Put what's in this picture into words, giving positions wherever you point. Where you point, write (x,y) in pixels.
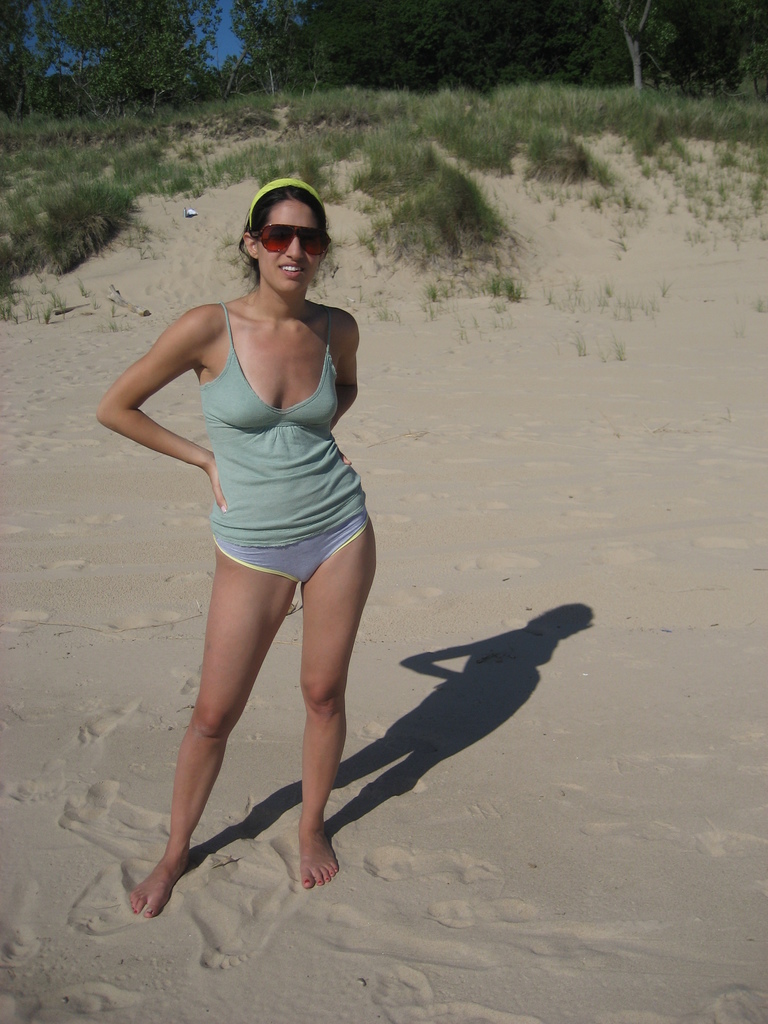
In the image we can see a woman (156,426) wearing clothes (213,433), goggle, this is sand (530,479), grass (484,128), trees (388,60) and a sky (222,18). This is a hair belt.
